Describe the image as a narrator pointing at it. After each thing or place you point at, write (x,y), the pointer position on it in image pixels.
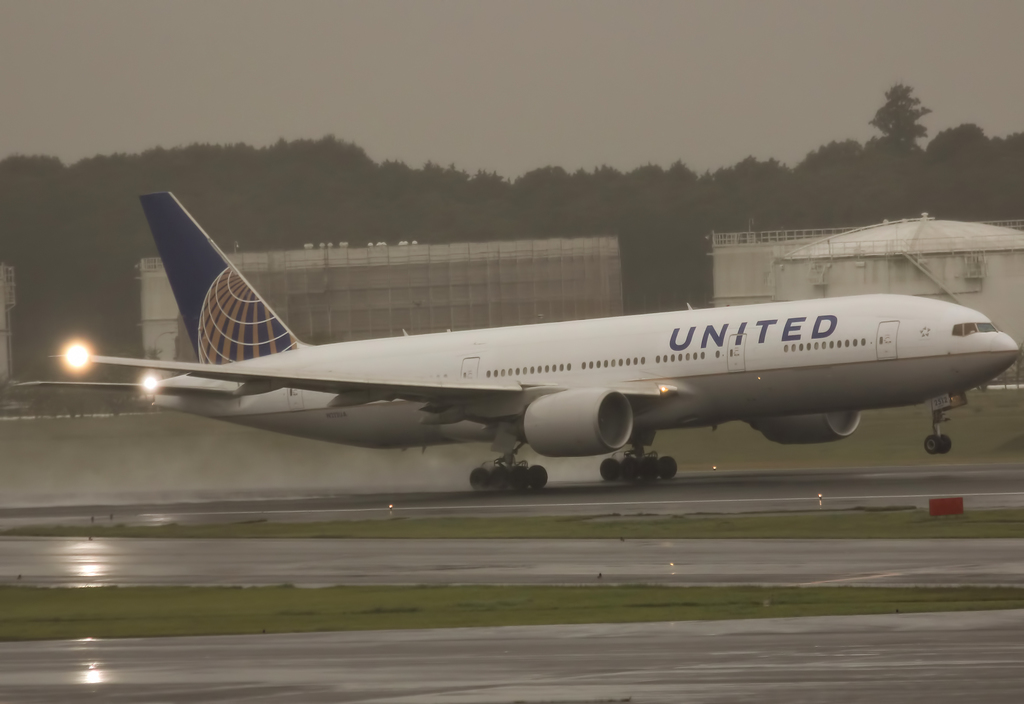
In the foreground of the picture (284,555) there are runways (818,663), grass (375,610) and an airplane (595,393) moving on the runway (791,502). In the background (614,267) there are buildings (394,250), trees (222,219) and sky (206,67).
